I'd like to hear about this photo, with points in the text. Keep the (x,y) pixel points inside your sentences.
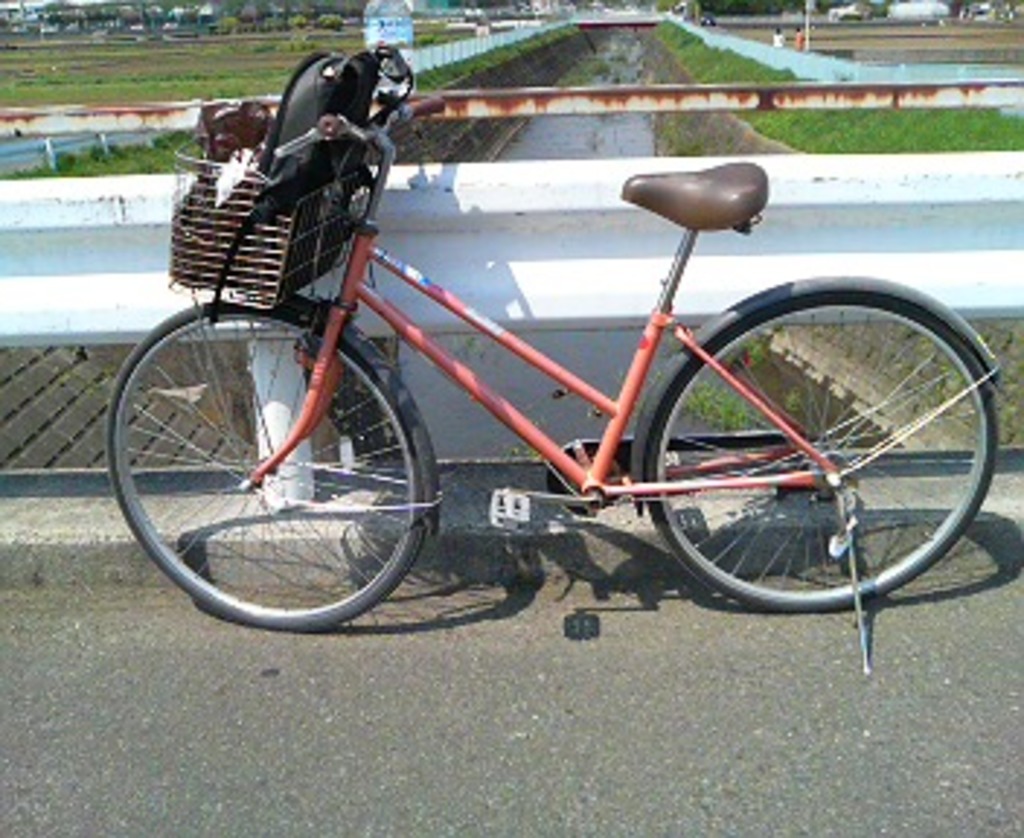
There is a cycle (520,412) with a basket (251,267). Inside the basket (226,224) there is a bag (295,123) and some other thing (233,156). Near to the cycle (262,234) there is a wall (558,236). In the back (542,129) there is water (547,121) and plants (678,57).
